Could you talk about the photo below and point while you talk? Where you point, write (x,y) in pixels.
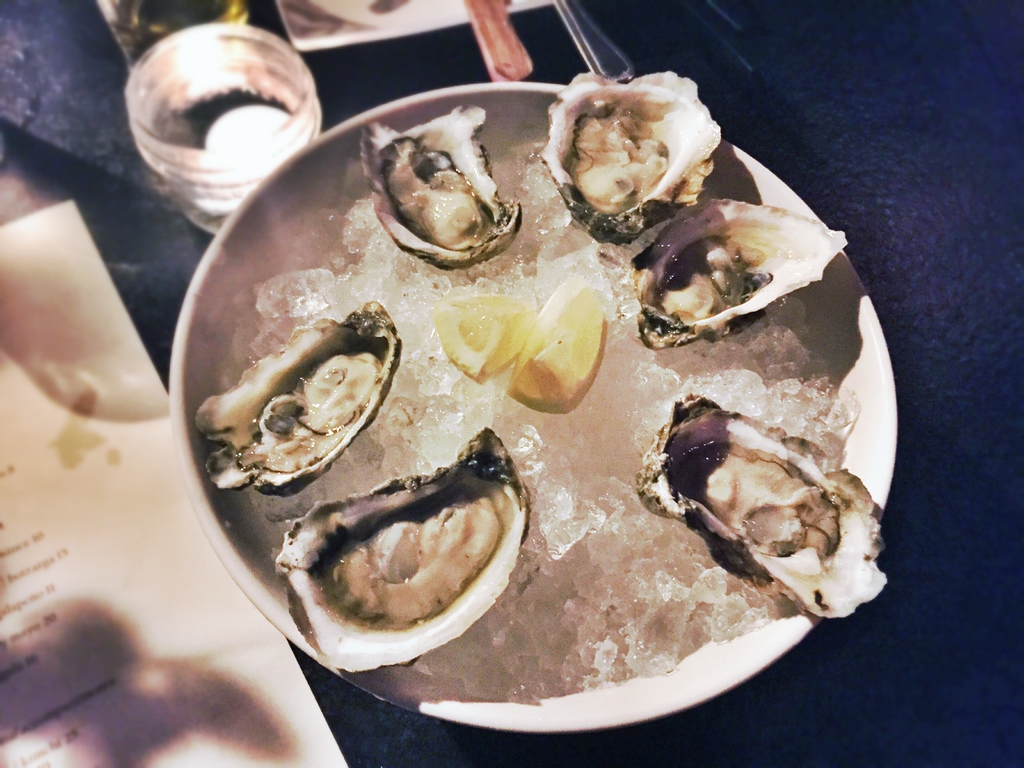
In this image we can see a plate (214,315) filled with ice (652,521), lemon pieces (598,309) and some food items (645,278) and we can also see a glass (219,117) and paper (130,563).
